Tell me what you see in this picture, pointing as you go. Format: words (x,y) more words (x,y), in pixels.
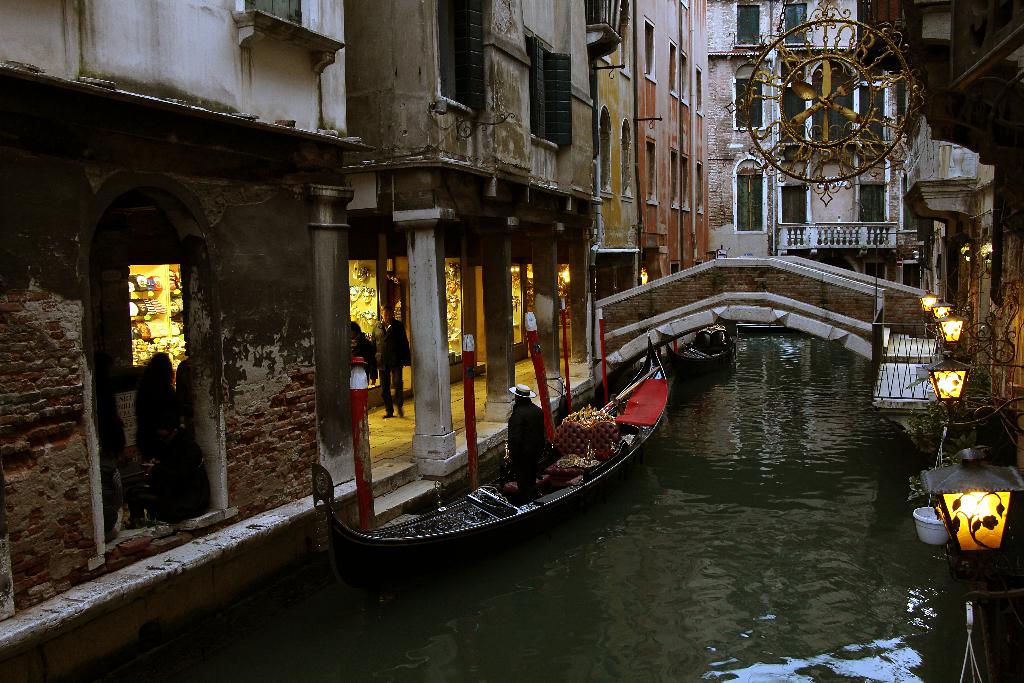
In this picture we can see a boat (544,512) on the water (579,524), and we can find few people (527,463), beside to them we can see few metal rods (536,366), buildings (333,267), poles (462,343) and lights (931,471), and also we can see a bridge (750,273) over the water (772,360).
